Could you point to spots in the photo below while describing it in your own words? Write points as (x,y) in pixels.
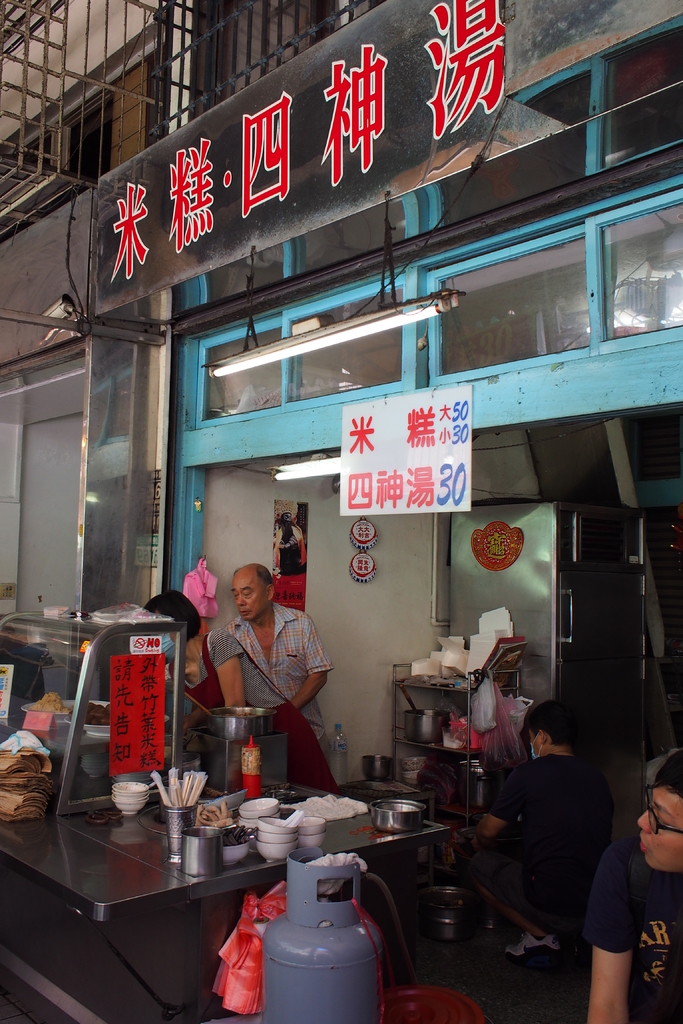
There are many people (322,740). There is a table (160,854). On the table (136,825) there are bowls (309,827), bottle (250,764) and many other items (221,805). There are name boards (384,407). In the back (438,687) there is a cupboard (422,744) with vessels (433,726), plastic covers (472,718) and many other items (465,729). There are tube lights (313,341). On the top (86,74) there is a grille (22,150). Also there is a refrigerator (561,626).
